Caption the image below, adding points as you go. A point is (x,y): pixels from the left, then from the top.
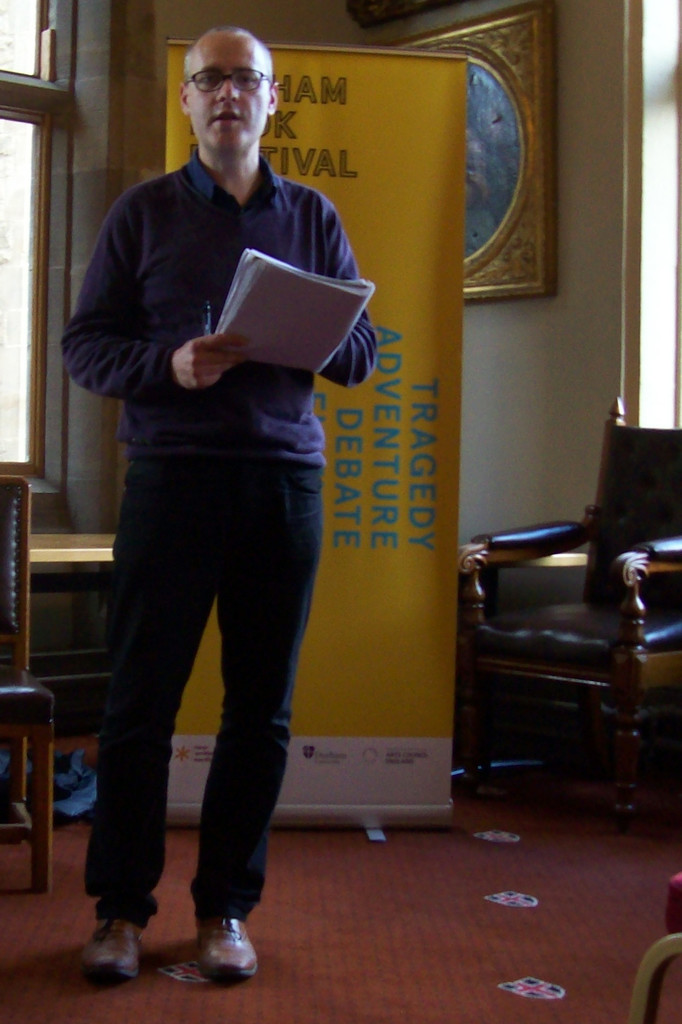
In this image the man (340,222) is holding a book (305,318) and a pen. At the back side (382,474) there is a banner (402,598) and a chair (571,629).
